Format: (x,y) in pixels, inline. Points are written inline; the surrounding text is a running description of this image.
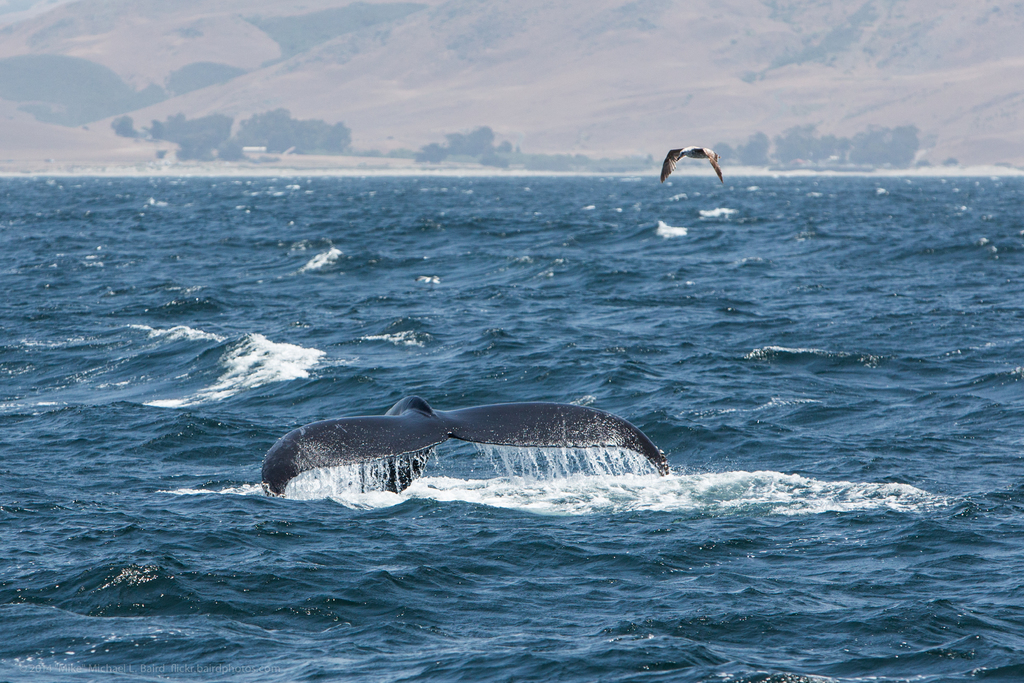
In this image, this looks like a tail (469,409) of a whale (398,421) in the water (336,501). This is a bird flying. I can see the water (370,304) flowing. In the background (327,151), I think these are the mountains (473,84) and the trees (905,138).
